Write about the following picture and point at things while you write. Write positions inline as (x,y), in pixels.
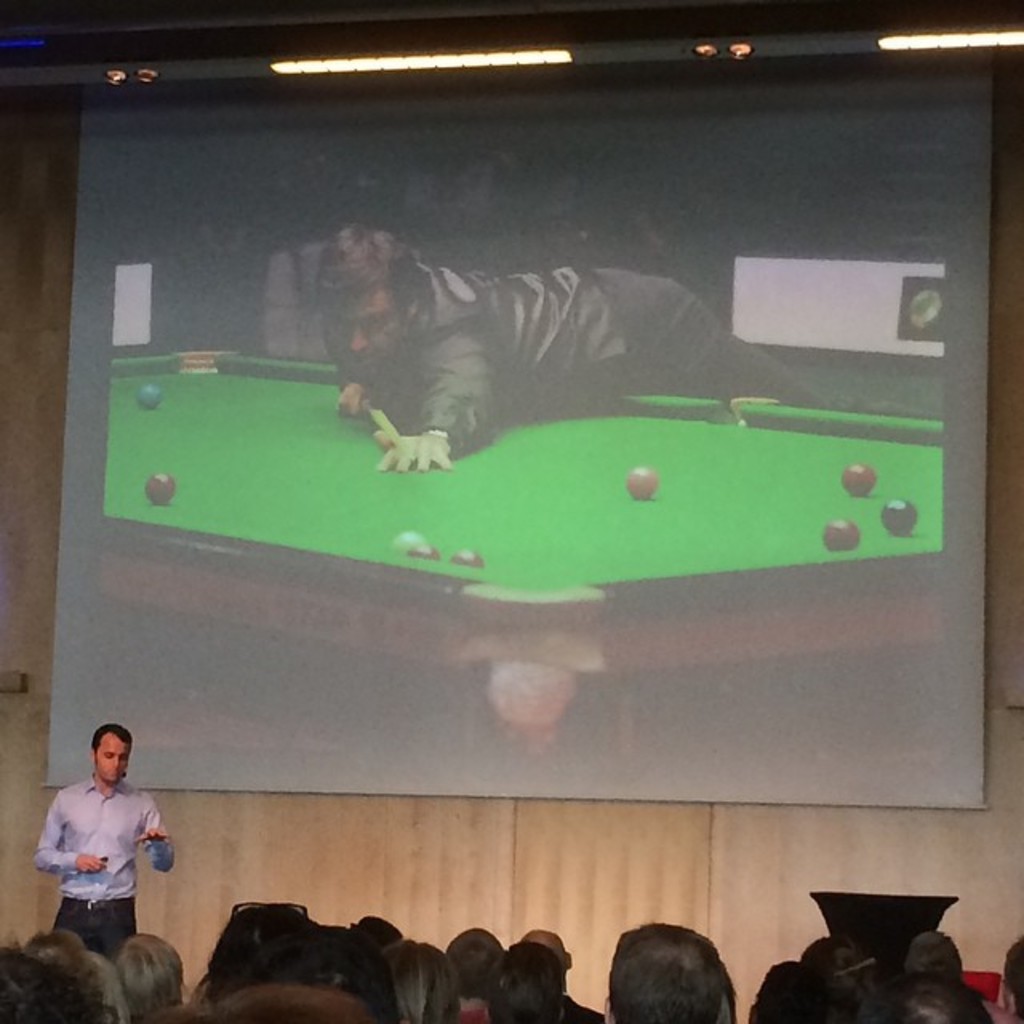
At the bottom of the picture (526,952), we see the people (426,979). On the left side (133,796), we see a man (96,782) is standing and he is trying to explain something. Behind him, we see the projector screen (579,419) which is displaying the man (588,316) who is playing the snooker (522,593). Behind that, we see a wall (5,413). This picture might be clicked in the conference hall (633,656).
